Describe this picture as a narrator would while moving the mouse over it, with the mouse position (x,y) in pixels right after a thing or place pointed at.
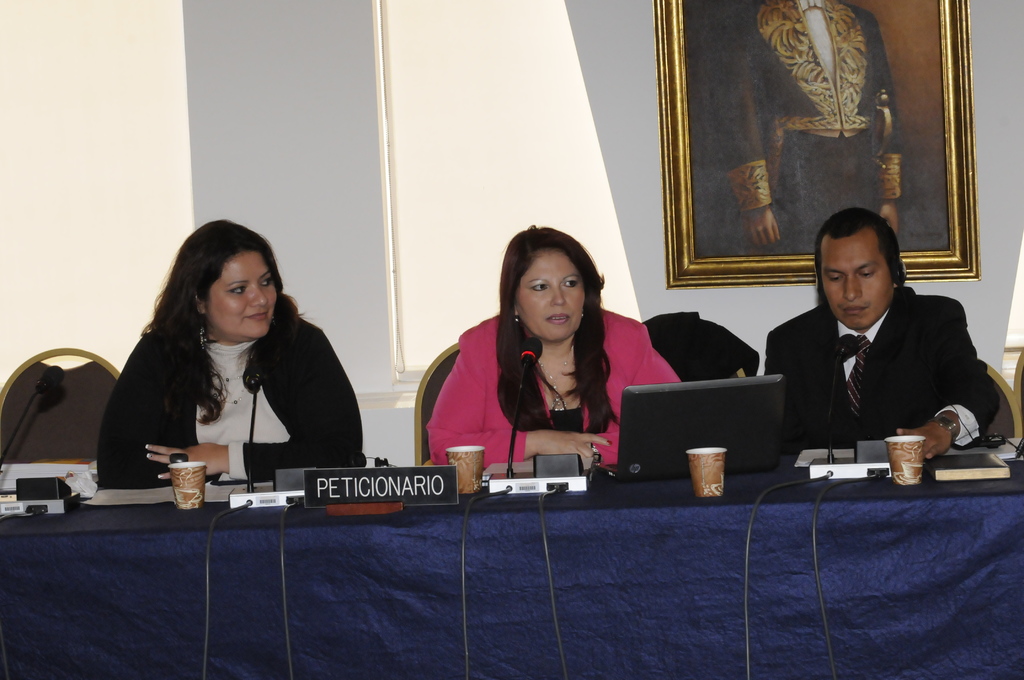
In the image we can see there are people (169,439) sitting on the chair (106,368) and on the table (261,520) there are glasses (915,463), laptop (718,444), mic (5,453) with a stand (281,493), book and behind there is a photo frame (786,146) on the wall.
